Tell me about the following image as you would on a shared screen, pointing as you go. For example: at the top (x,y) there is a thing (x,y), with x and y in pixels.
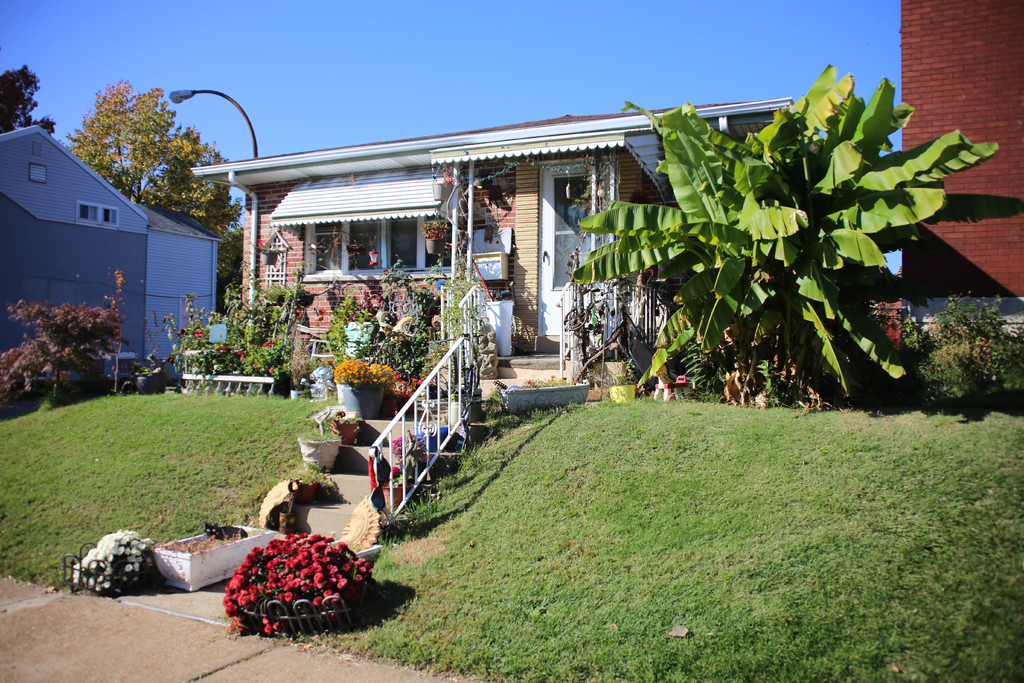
At the bottom of the image (714,549) there is grass (700,510) on the surface (700,510). At the center of the image (517,371) there are stairs (519,377). There are plants (411,368). In the background of the image (604,201) there are buildings (110,252), trees (97,167) and sky (477,30).
